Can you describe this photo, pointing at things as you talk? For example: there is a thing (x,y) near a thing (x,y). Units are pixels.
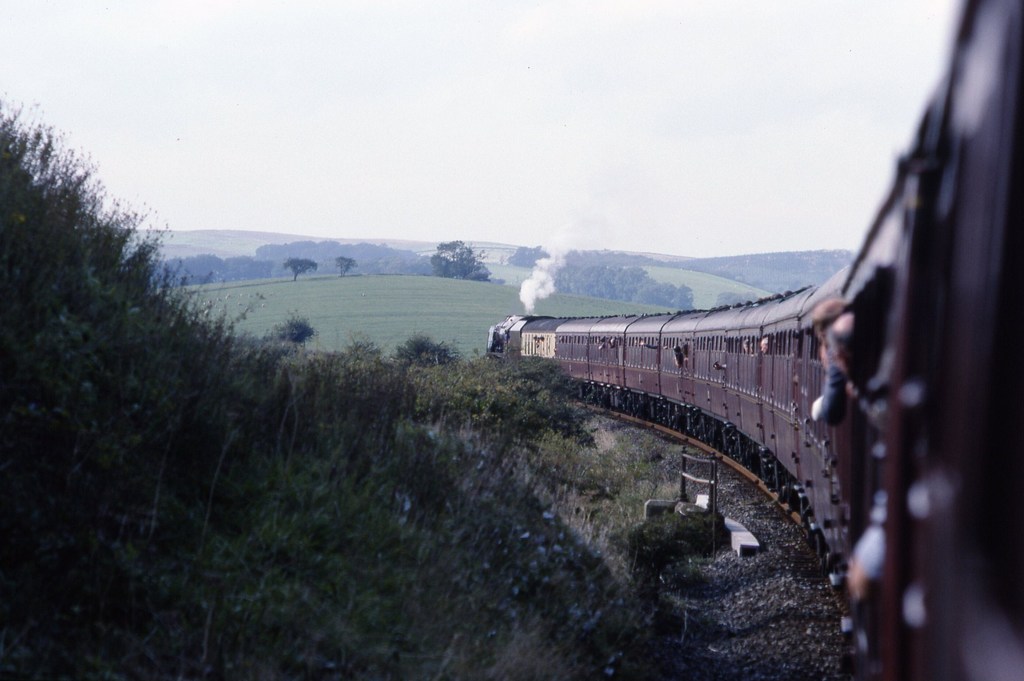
In the image there is a train (978,646) going on the track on right side (796,431), on left side (317,296) there is hill (492,458) with grass (247,449) on it and above its sky (400,164).
